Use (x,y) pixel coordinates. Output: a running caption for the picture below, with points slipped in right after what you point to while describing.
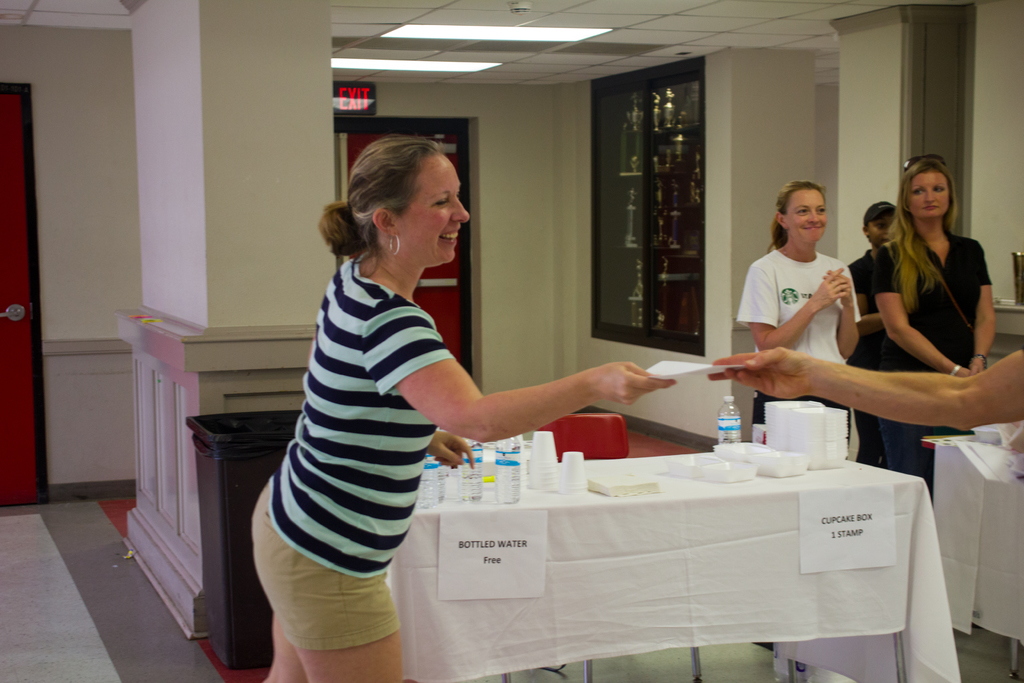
An indoor picture. This is a rack (650,244) with things (675,232). This is door (17,487). This woman's (931,258) are standing. On a table (511,505) there are bottles (471,475), cups (542,471) and plates (736,463). Beside this table (589,471) there is a chair (586,430). This is bin (230,480) on floor (95,622). This woman (342,501) is holding a paper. Far a man (868,268) is standing.
